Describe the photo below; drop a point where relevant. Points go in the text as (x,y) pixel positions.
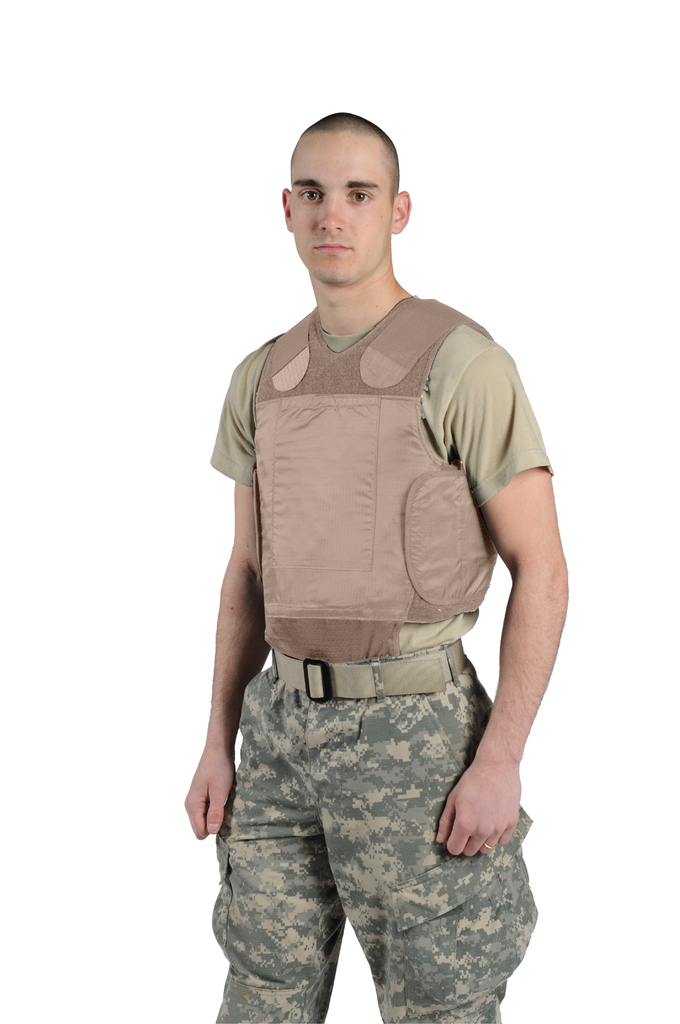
In this image the background (197,124) is white in color. In the middle of the image (350,535) there is a man (278,586).
